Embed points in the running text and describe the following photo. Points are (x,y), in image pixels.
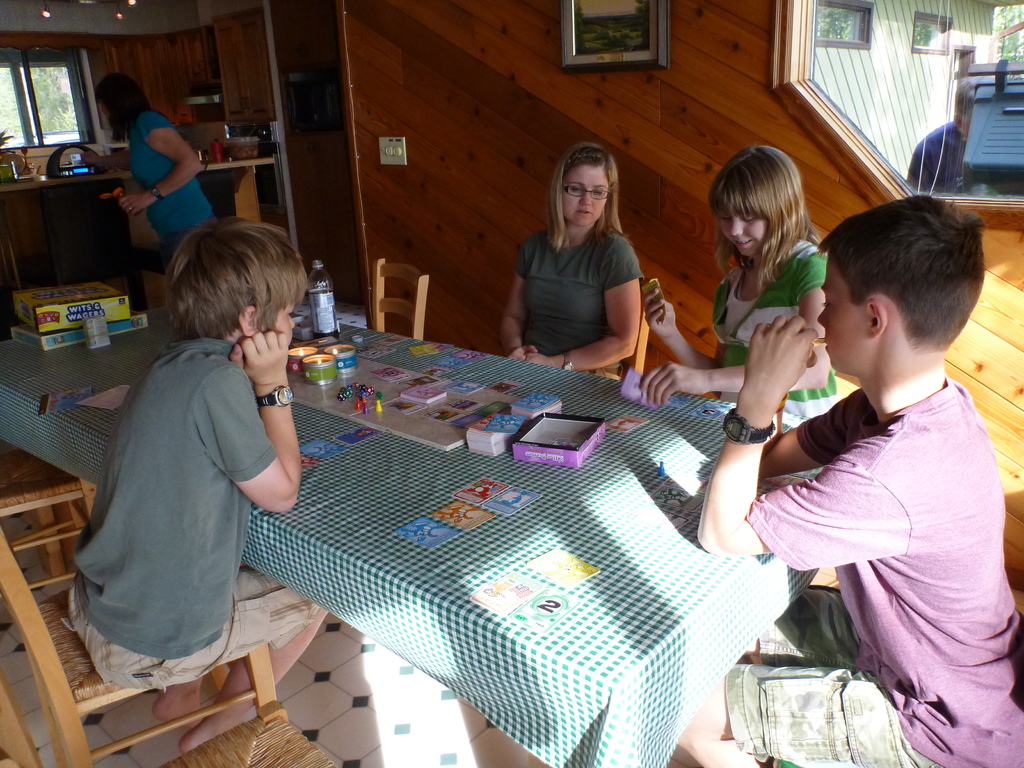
In the picture there are three kids (748,665) and a woman (608,251) sitting around the table (443,561) and another woman (193,155), the kids (700,389) are playing a game (509,503), there is a big table (491,570) in front of them on which the game (425,545) is placed, there is also a bottle (326,319) on the table (372,339). In front of the woman (153,190) there is a toaster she is holding something in her left hand (123,202) and there is also a window (68,128) in front of her, in the background (491,73) there is a wooden wall (728,86), a glass window (813,88) out of the window (893,99) there is a person (949,151) doing some other work and also a building (895,27).
